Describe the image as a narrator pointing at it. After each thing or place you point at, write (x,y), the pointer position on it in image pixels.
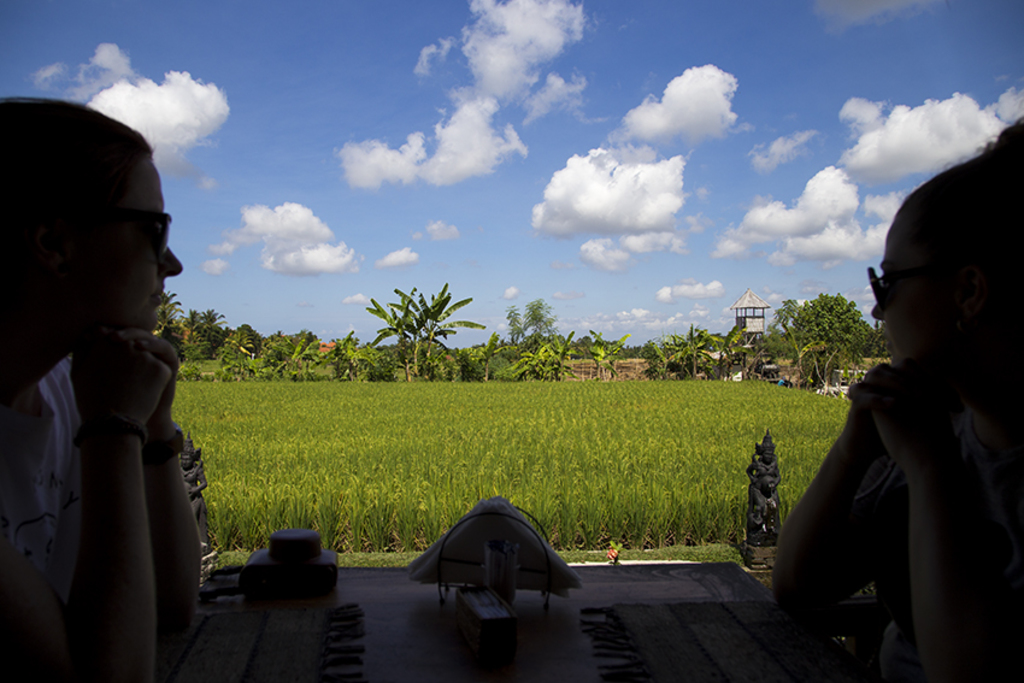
On the left side (106,299), there is a woman (106,299) wearing sunglasses (158,214), sitting, keeping both elbows (171,616) on a cloth (230,620) which is on a table (380,624), on which there are some objects (560,569). On the right side (984,267), there is another woman (988,280), wearing sunglasses (886,279), sitting and keeping both elbows (791,597) on a cloth (773,620) which is on the table (569,630). In the background (733,508), there is a statue (768,438), there is a farm field (755,430), there are trees (857,349), there is a shelter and there are clouds (794,208) in the blue sky (274,58).
